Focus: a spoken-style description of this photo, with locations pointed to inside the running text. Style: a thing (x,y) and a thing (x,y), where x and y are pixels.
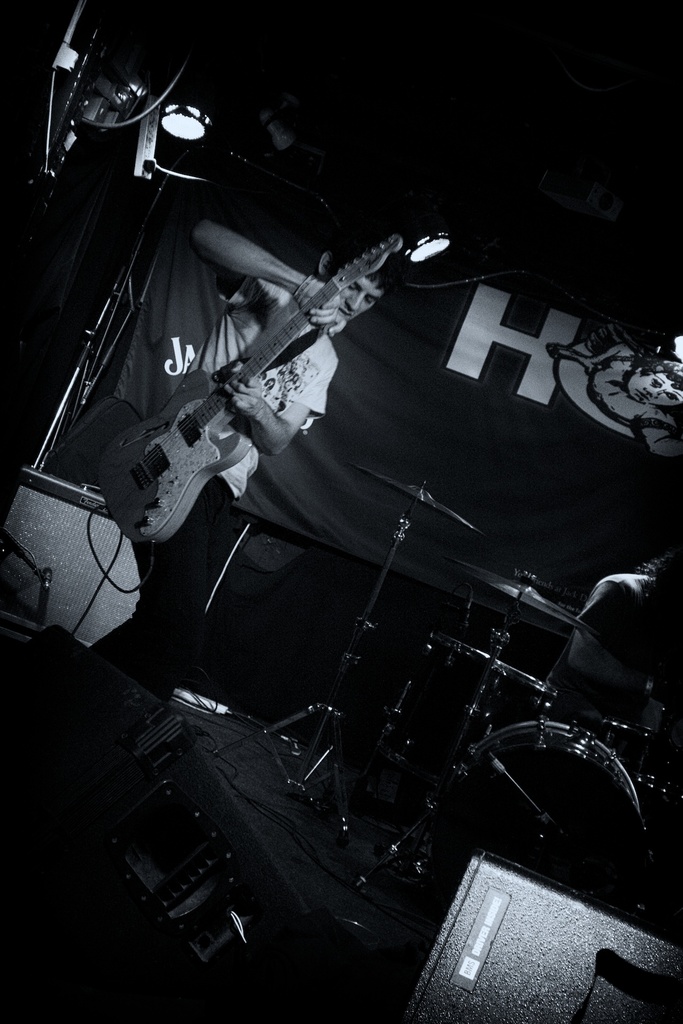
In the center (255,422) we can see man (280,433) holding guitar (211,439). And around him we can see musical instruments (490,574). And one person (603,618) sitting on the right side (618,635).
